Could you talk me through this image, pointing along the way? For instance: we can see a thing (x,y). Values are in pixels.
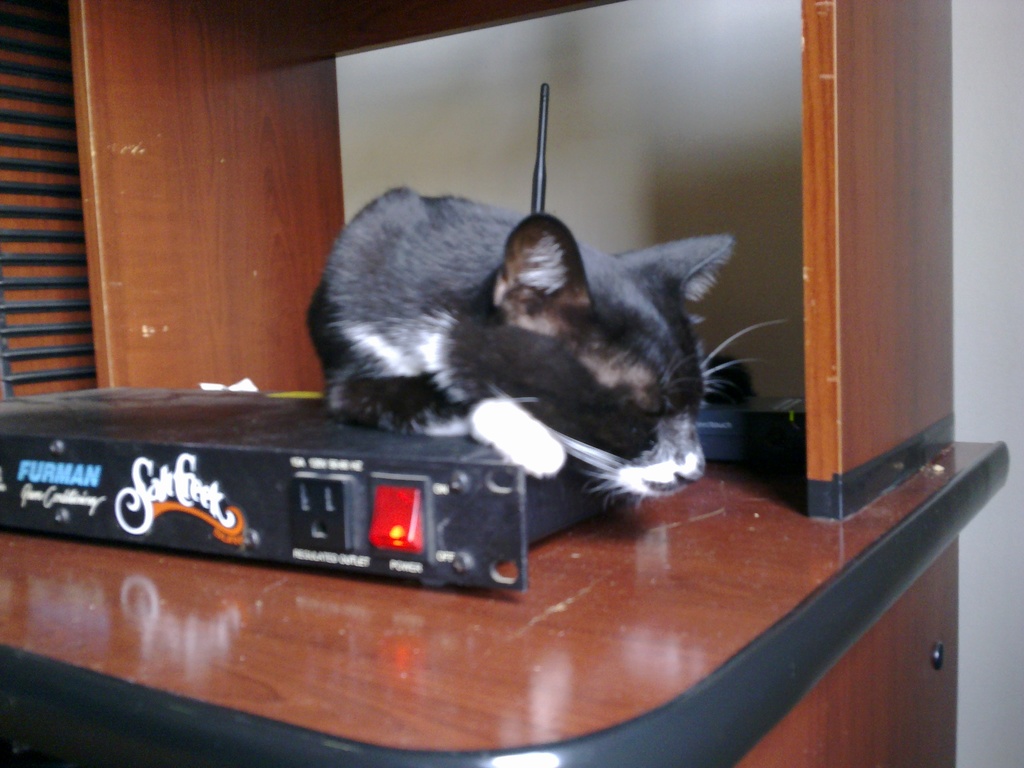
This image consists of a box (264,500). On that there is a kitten (508,401). It is in black color. This looks like an antenna box (191,490).
